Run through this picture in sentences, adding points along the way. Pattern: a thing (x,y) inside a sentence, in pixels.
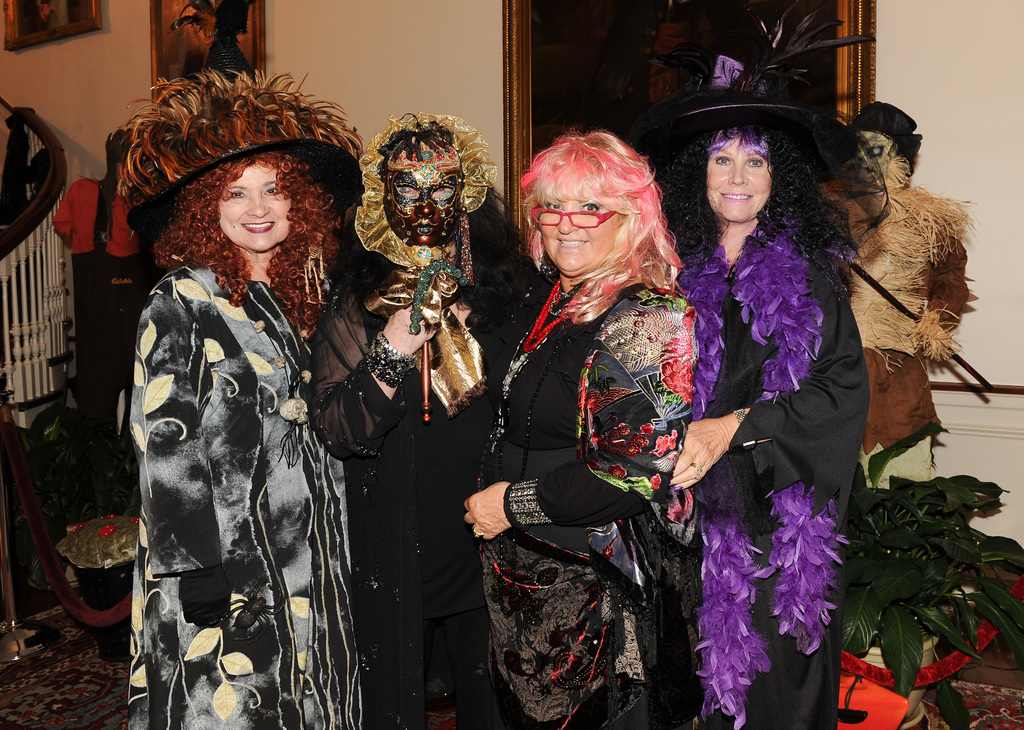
This image is taken indoors. In the background (174,76) there is a wall (381,69) with picture frames (809,72) on it. On the left side of the image (37,149) there is a railing (48,317) and there is a plant (20,539). At the bottom of the image (64,689) there is a floor (68,679) with a mat (83,667). On the right side of the image (929,391) there is a scarecrow (893,327) and there is a plant (938,576) in the pot (935,661). In the middle of the image (503,323) four women (294,349) are standing on the floor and they have worn different types of costumes (687,678).
